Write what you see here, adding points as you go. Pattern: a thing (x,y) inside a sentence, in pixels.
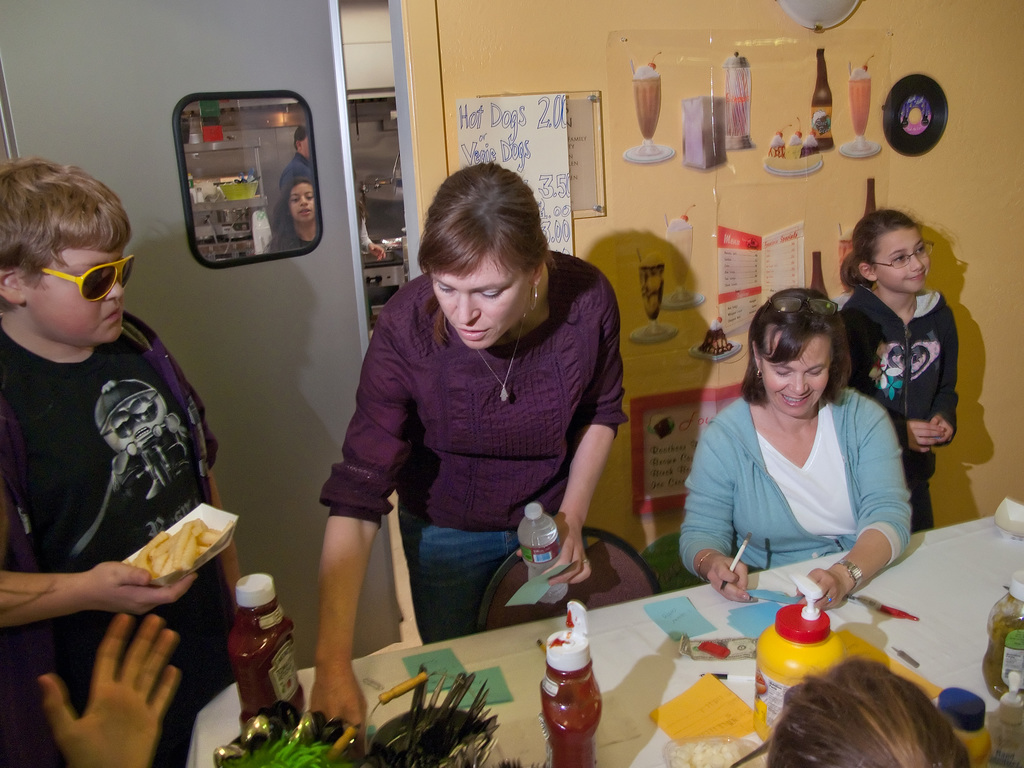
In this image I can see four persons (753,366) in front of the table (531,648) on which there are kitchen tools (440,741), ketchup bottles (586,727), papers (729,714) and so on. In the background (211,251) I can see a wall (693,200), window (205,257), wall paintings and so on. This image is taken in a hall (455,402).
